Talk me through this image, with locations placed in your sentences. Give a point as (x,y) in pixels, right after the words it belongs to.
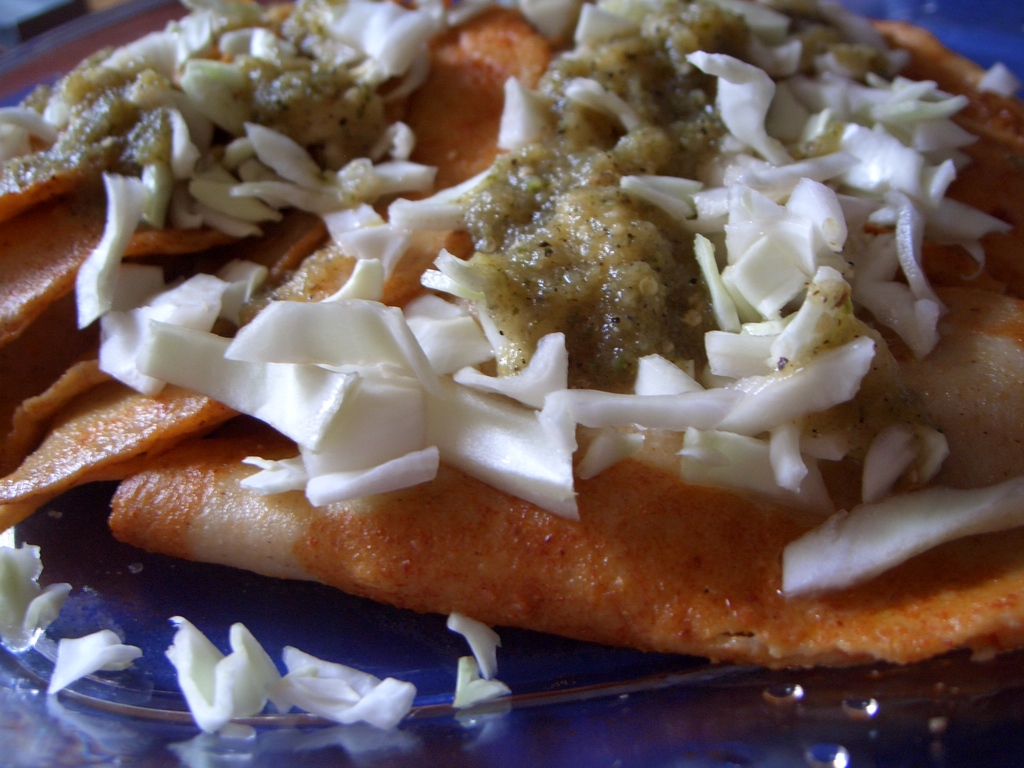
In the picture I can see an edible (754,254) which is placed on the plate (535,642).
